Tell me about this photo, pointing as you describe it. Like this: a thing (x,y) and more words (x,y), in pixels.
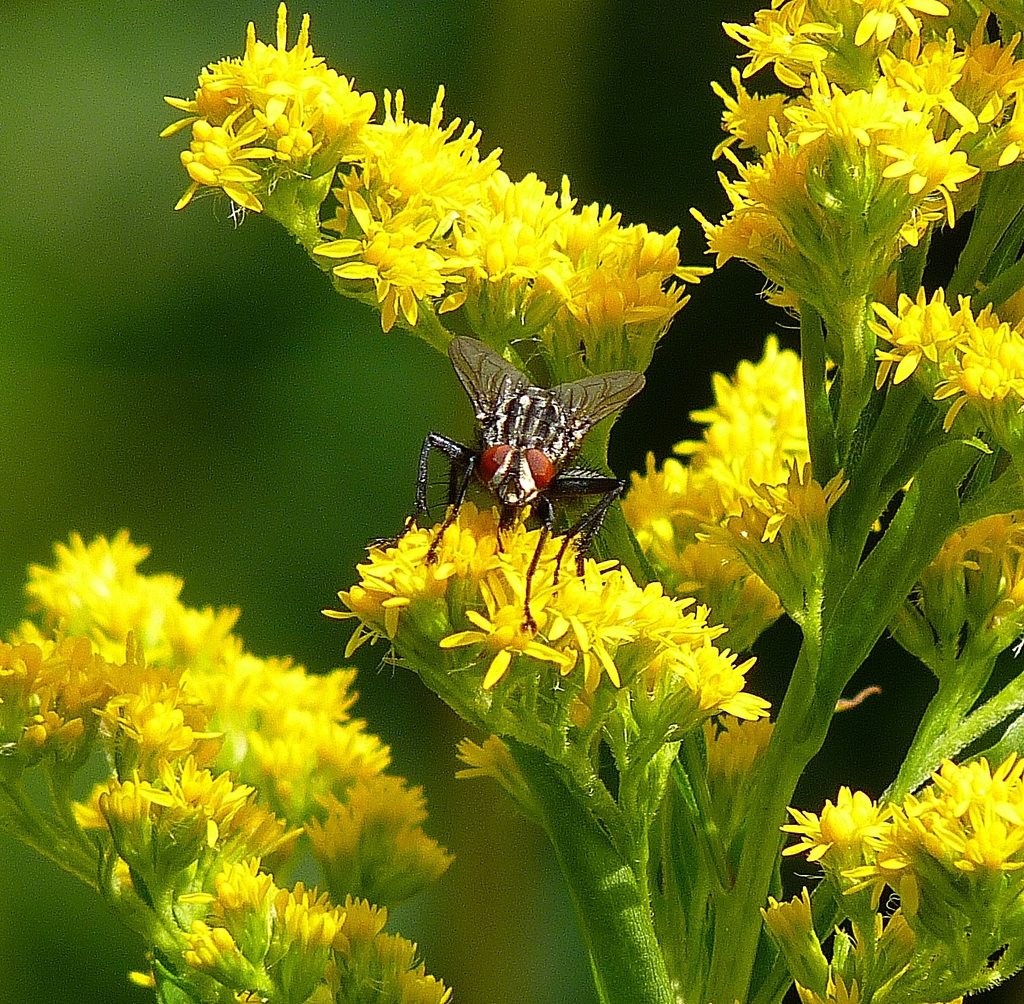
In this picture we can see a few flowers (380,775) on the stems (559,798). There is an insect (559,433) visible on the flowers (570,592). Background (187,11) is blurry.
